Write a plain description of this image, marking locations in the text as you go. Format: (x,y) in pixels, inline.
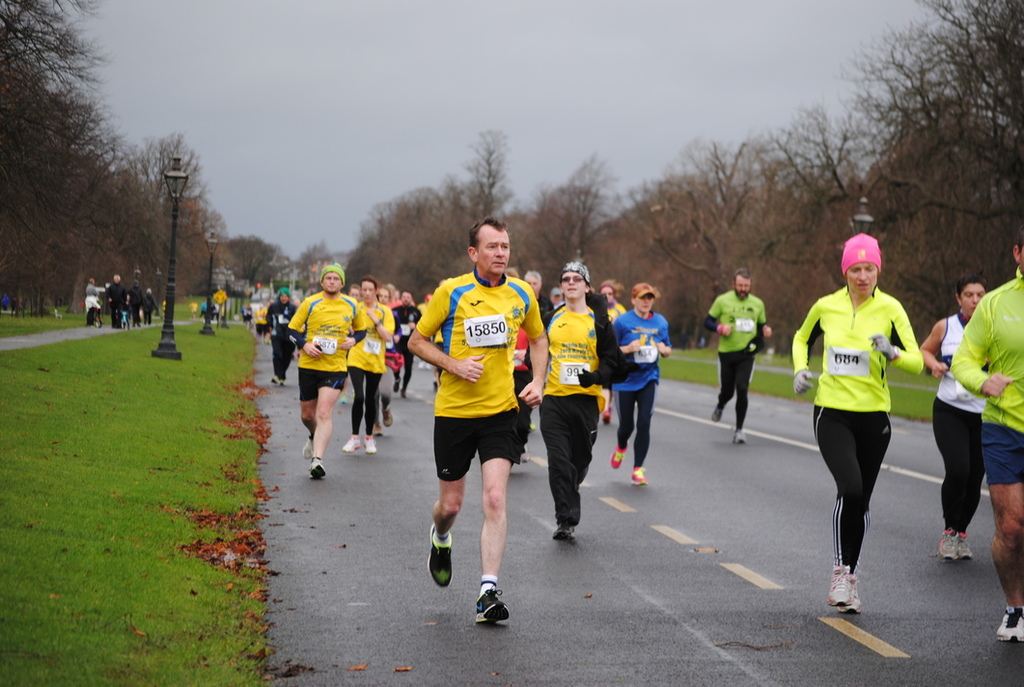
In this picture we can see many people (587,299) running on the road (370,458). We can see few people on left side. There are some street lights (172,199) and grass (183,429) is visible on the ground (197,333). Some trees (67,293) are visible on left (11,265) and right side of the image (800,290).
